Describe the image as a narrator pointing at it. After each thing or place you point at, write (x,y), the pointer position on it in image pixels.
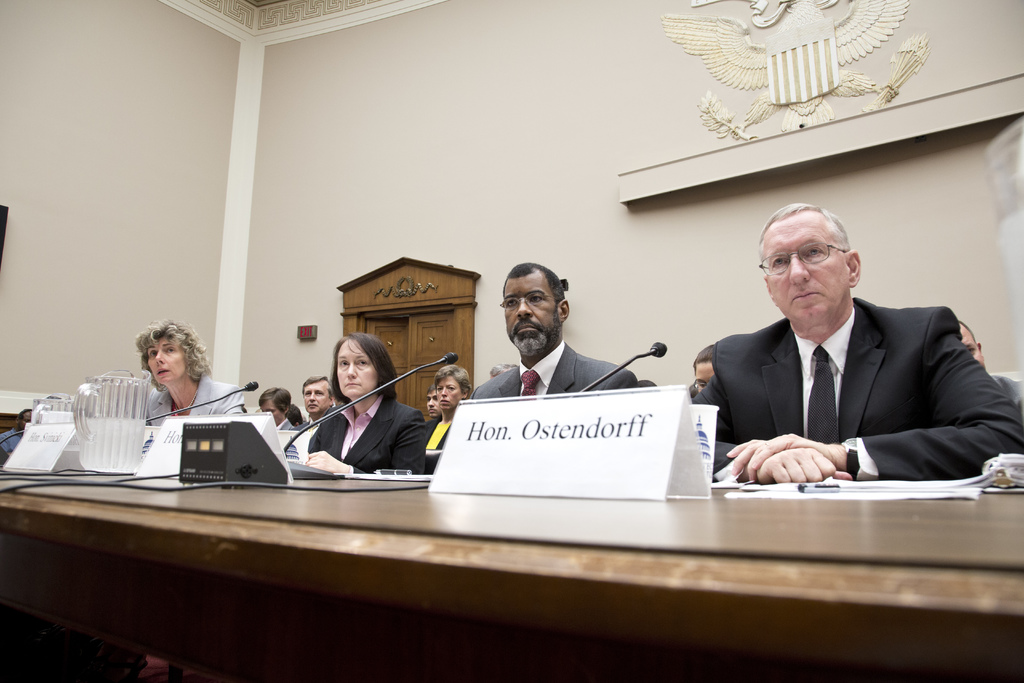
Few persons (175,401) sitting. We can see table (686,529) on the table (689,512) we can see name boards (163,440), glass (114,457), microphones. On the background (357,128) we can see wall (391,159).
